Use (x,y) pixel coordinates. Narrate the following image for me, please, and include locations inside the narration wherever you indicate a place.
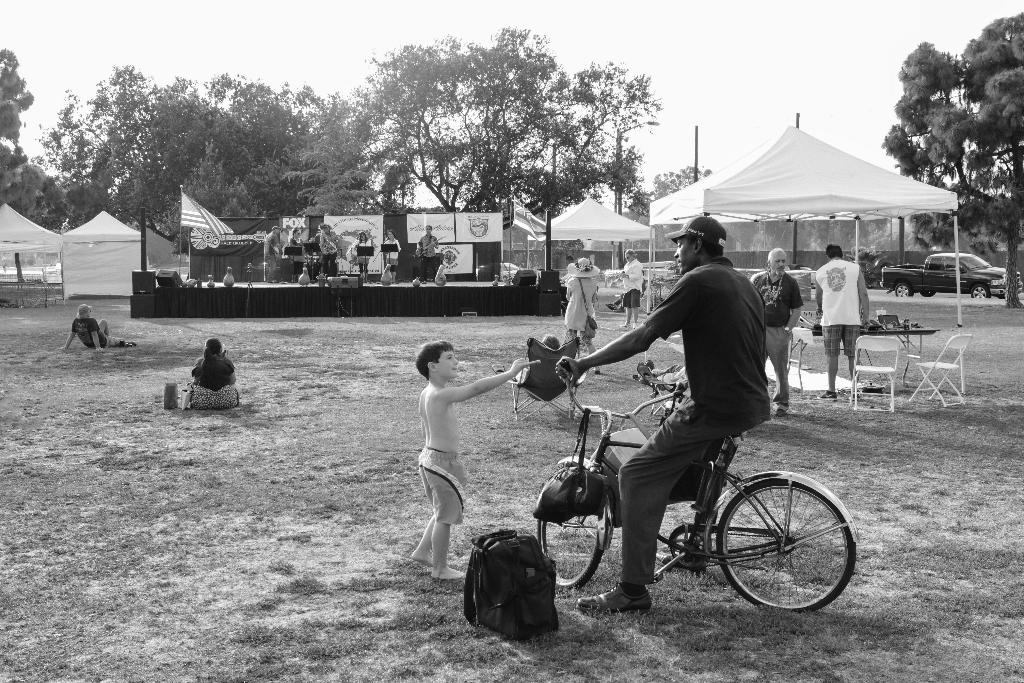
A man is sitting on the cycle (718,467) beside it's a bag (553,579). In the middle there are trees (235,185), sky (726,87).
